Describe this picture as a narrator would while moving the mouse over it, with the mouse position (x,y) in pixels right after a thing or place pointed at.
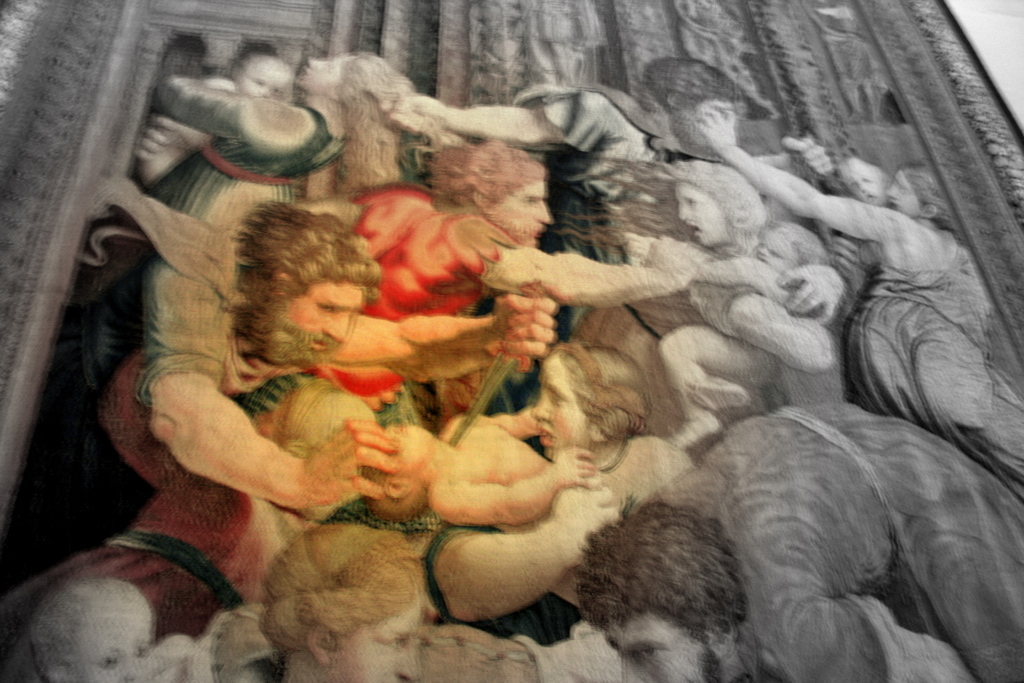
In this black and white picture there is a picture frame (907,78) on the wall (1003,56). There are paintings (855,172) of people (336,145) on the frame (771,318). In the center (405,428) there is a colored print (323,369) on the frame (73,96).
